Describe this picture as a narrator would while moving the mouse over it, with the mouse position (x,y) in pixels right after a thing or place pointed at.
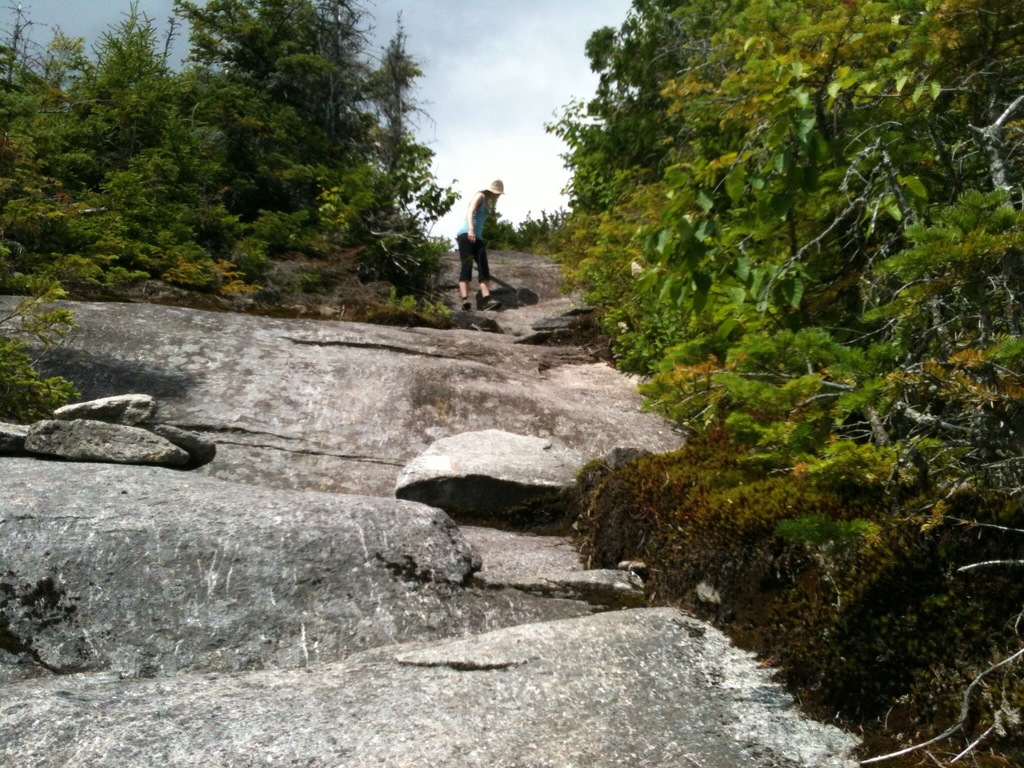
There are trees (660,294), a person (460,273) is standing, this is sky (523,91).
